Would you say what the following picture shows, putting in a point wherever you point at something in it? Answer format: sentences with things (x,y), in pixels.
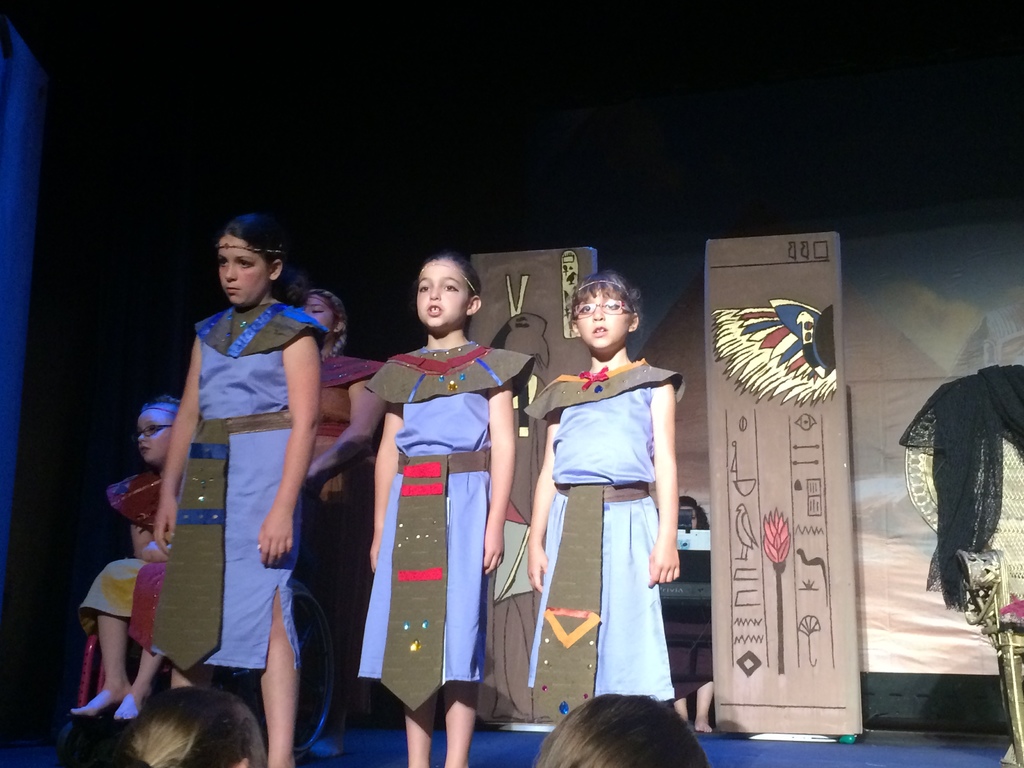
In the image I can see few people (111,652) are wearing different color dresses (676,372). Back I can see few boards (747,354) and few objects (1023,627) on the stage (794,759). Background (175,148) is dark.
